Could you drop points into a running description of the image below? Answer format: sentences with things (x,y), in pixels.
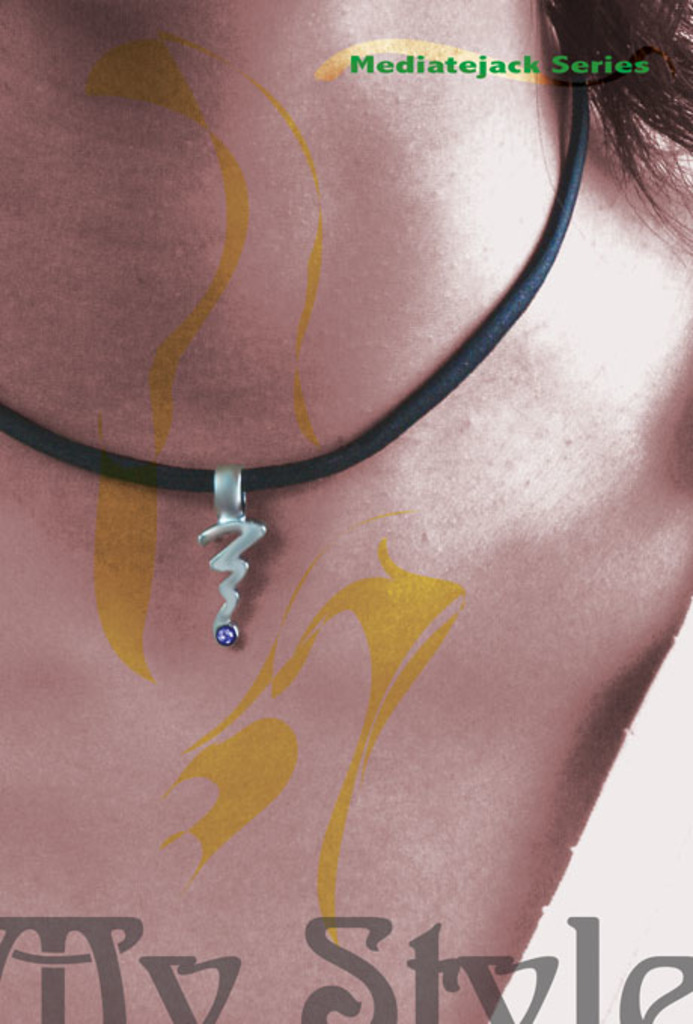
In this picture we can see a person (582,462) wearing black rope (320,471) with dollar (221,515).
